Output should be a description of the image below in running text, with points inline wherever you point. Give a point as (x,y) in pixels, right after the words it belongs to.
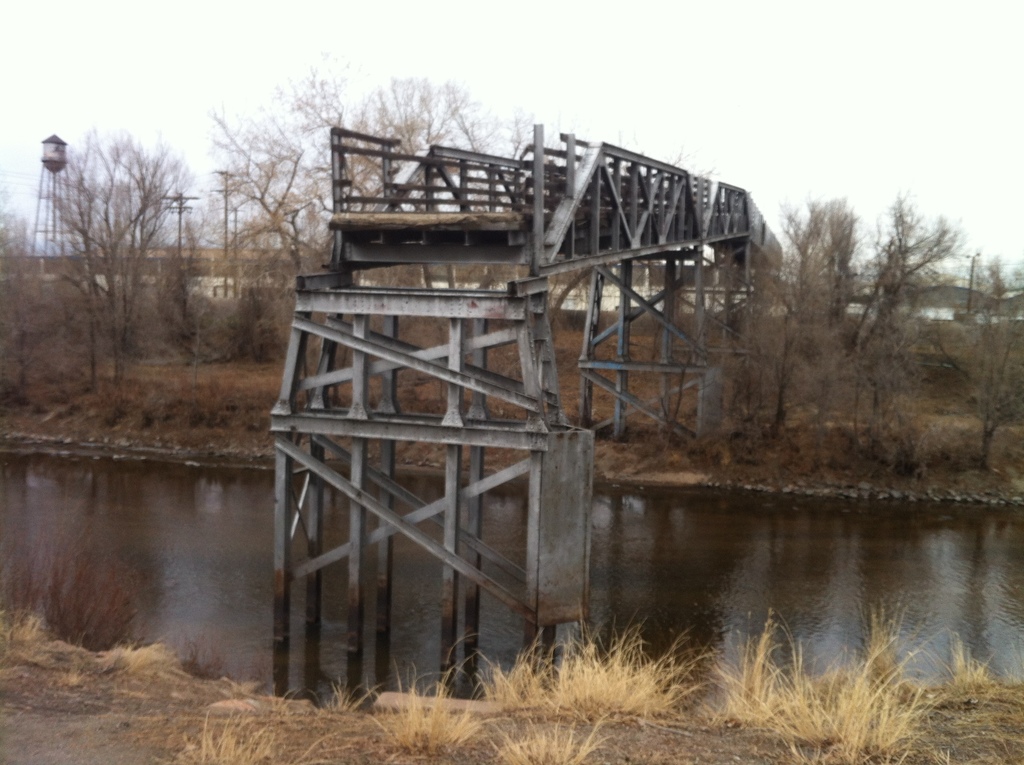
We can see grass (351,716), water (835,534), trees (782,393) and bridge (711,224). In the background (223,241) we can see poles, tower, buildings (211,262) and sky (165,224).
